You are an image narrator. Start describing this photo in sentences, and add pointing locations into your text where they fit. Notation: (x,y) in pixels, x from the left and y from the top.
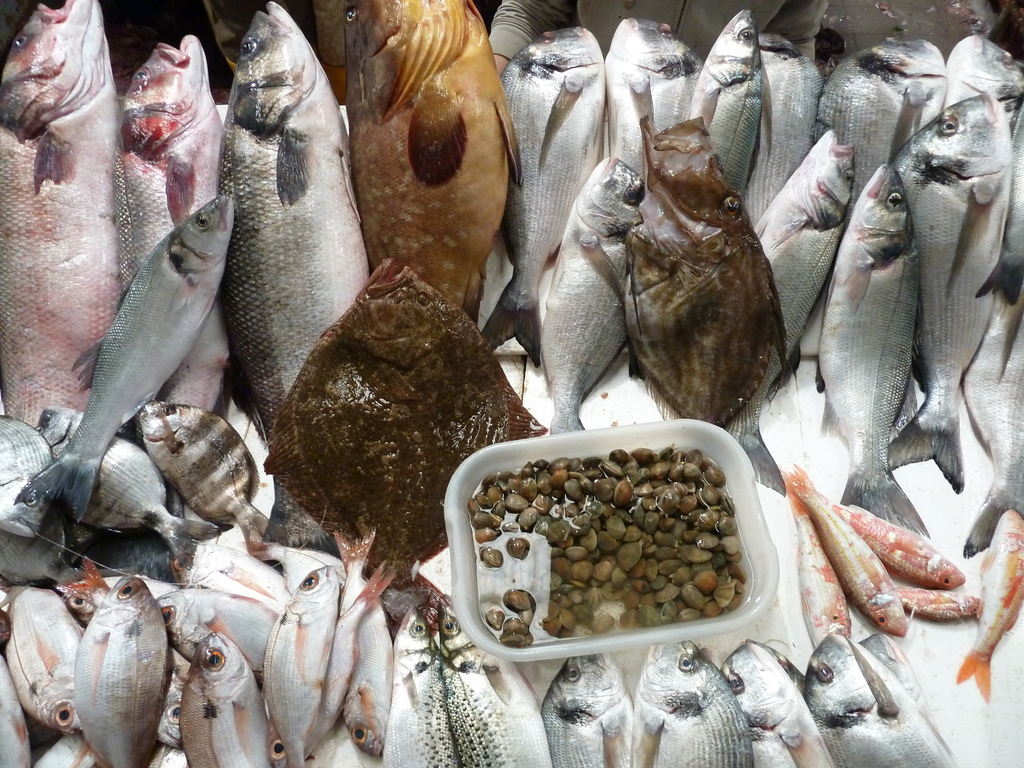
In this image, we can see so many fishes (404,360) are placed on the white surface (932,689). Here there is a white bowl (472,606) with some objects (607,577) and water (599,616).
